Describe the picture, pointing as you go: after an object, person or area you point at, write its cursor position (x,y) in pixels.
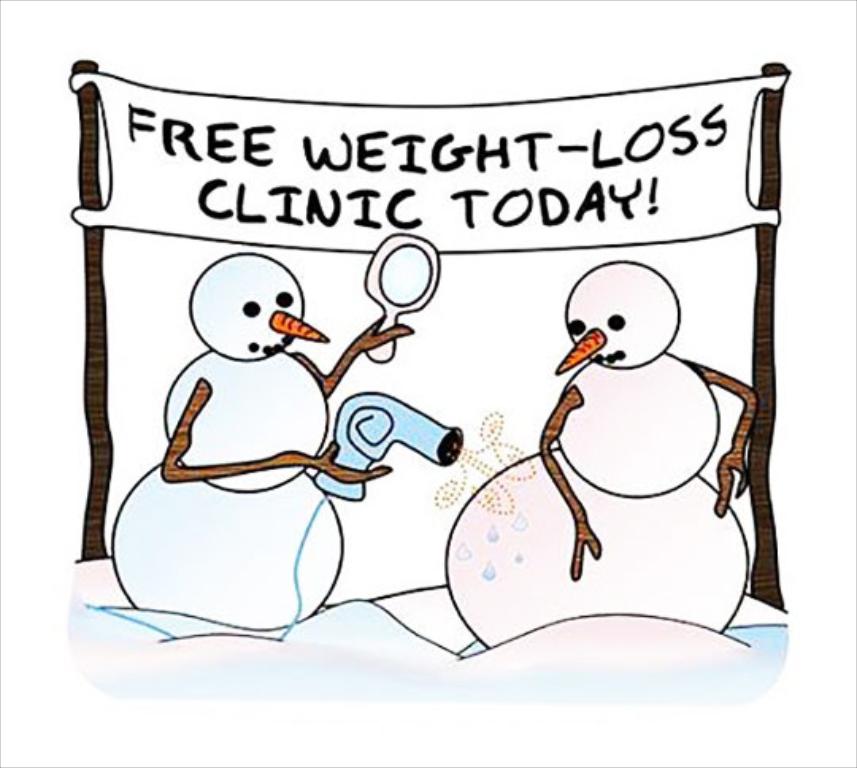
Here we can see two images (537,520) made with snow (455,573), sticks (172,472) and they are on the snow (295,658). On the left side (270,550) we can see an image (199,528) is holding hair dryer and mirror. In the background (299,244) there is a banner (210,223) tied to the poles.
